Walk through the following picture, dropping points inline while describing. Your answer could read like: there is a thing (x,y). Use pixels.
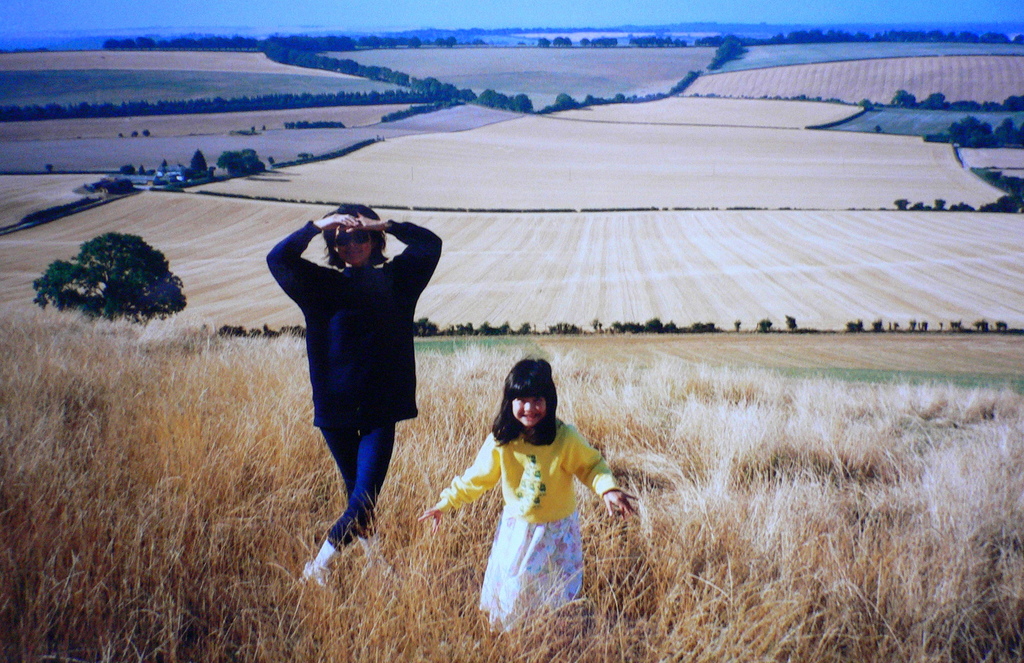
In this picture there are girls (405,343) on the left side of the image (333,333) and there is greenery (115,311) in the image, there are fields (456,123) in the image.
